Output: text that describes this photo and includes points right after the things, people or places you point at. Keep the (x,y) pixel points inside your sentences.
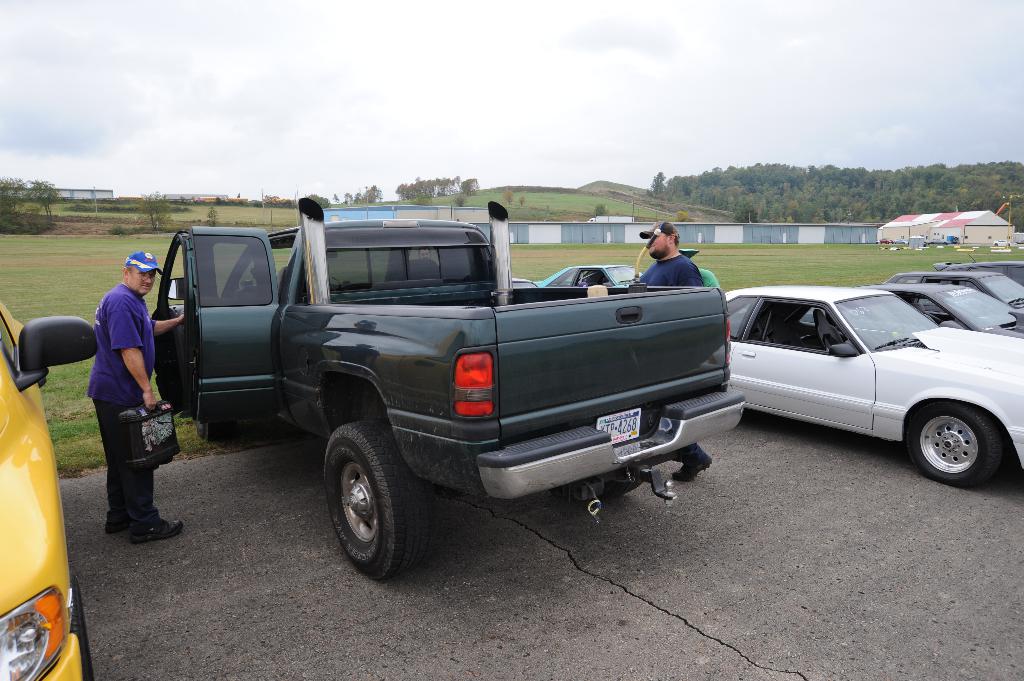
In this image there are few vehicles (304,394) parked, in between them there are two persons (133,330) standing and one of them is holding an object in his hand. In the background (61,296) there are trees (22,212), building (972,235), surface (11,239) of the grass (859,253) and the sky (778,161).
